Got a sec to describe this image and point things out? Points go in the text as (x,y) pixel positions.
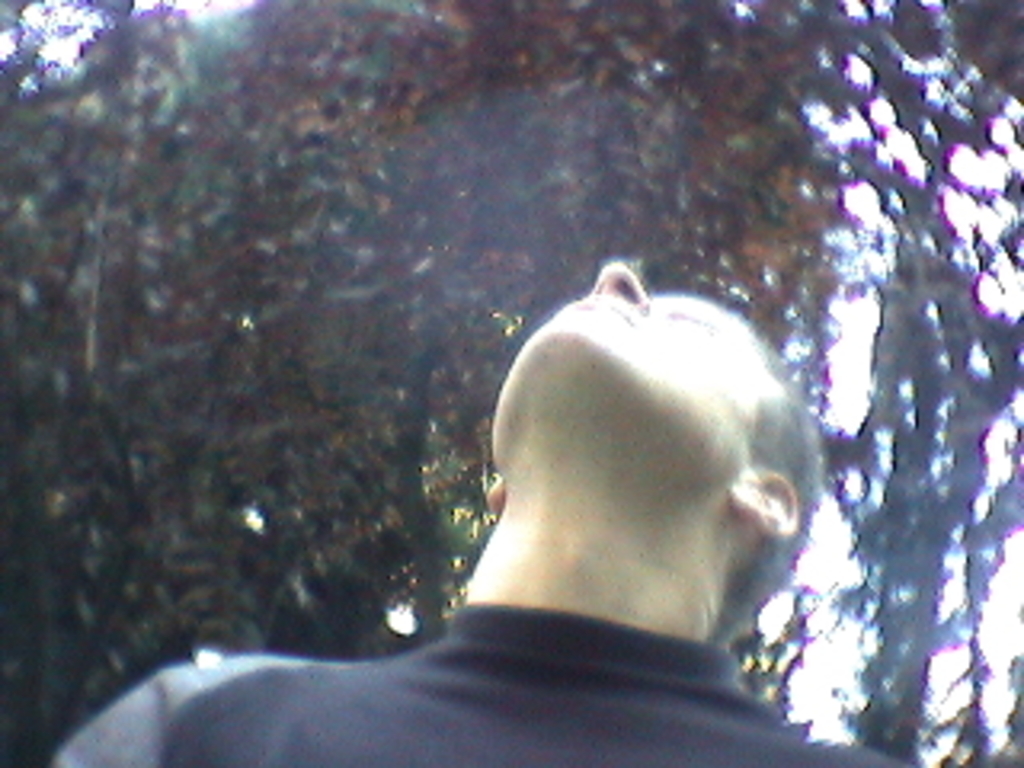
In the center of the image (655,316) there is a person (438,719). In the background of the image (259,462) there are trees (478,240).
